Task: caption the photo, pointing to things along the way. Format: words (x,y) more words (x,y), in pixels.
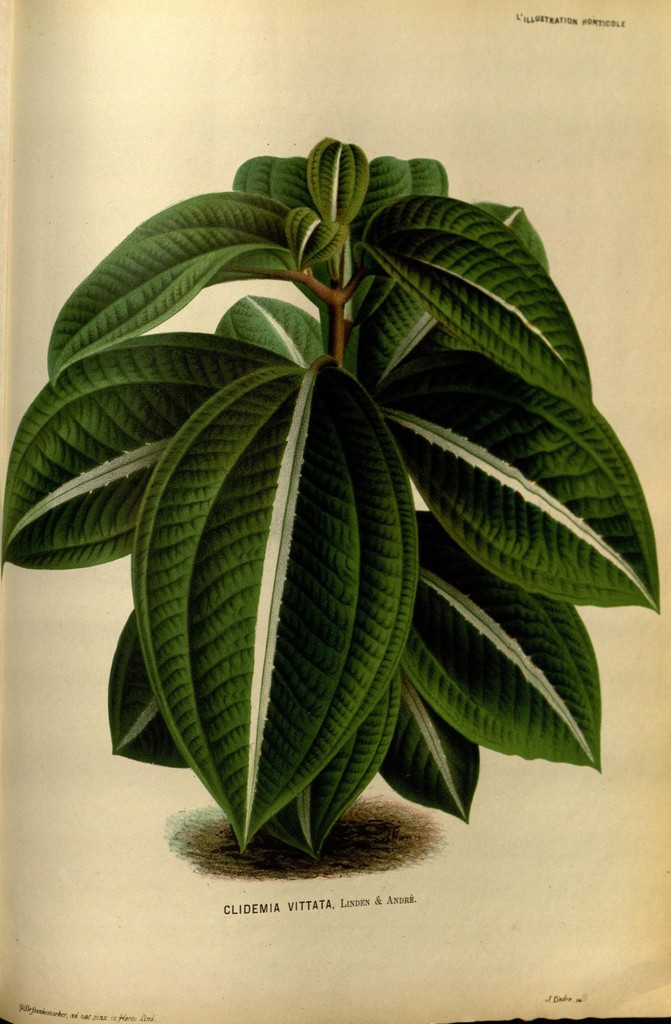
In this image there is a paper (289,31). In the center of the paper (24,848) there is a picture (365,373) of a plant (191,606). Below the picture (311,860) there is text (301,905) in the image.
